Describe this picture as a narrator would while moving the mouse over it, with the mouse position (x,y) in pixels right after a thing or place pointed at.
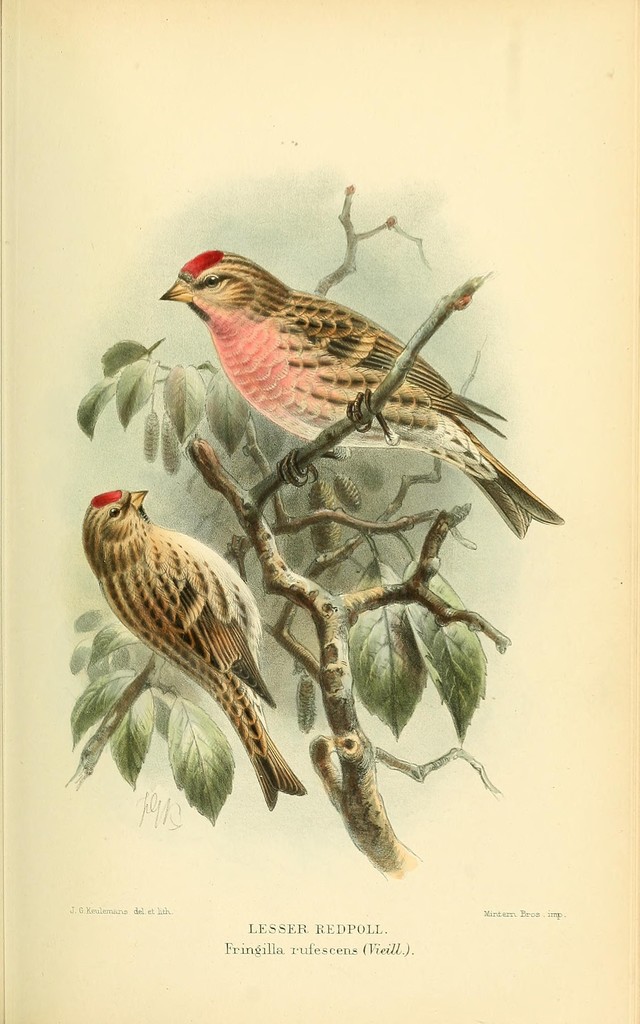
In this picture there is a painting (285,527) of the birds (321,414) and tree (121,696) on the paper (321,76). At the bottom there is a text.
